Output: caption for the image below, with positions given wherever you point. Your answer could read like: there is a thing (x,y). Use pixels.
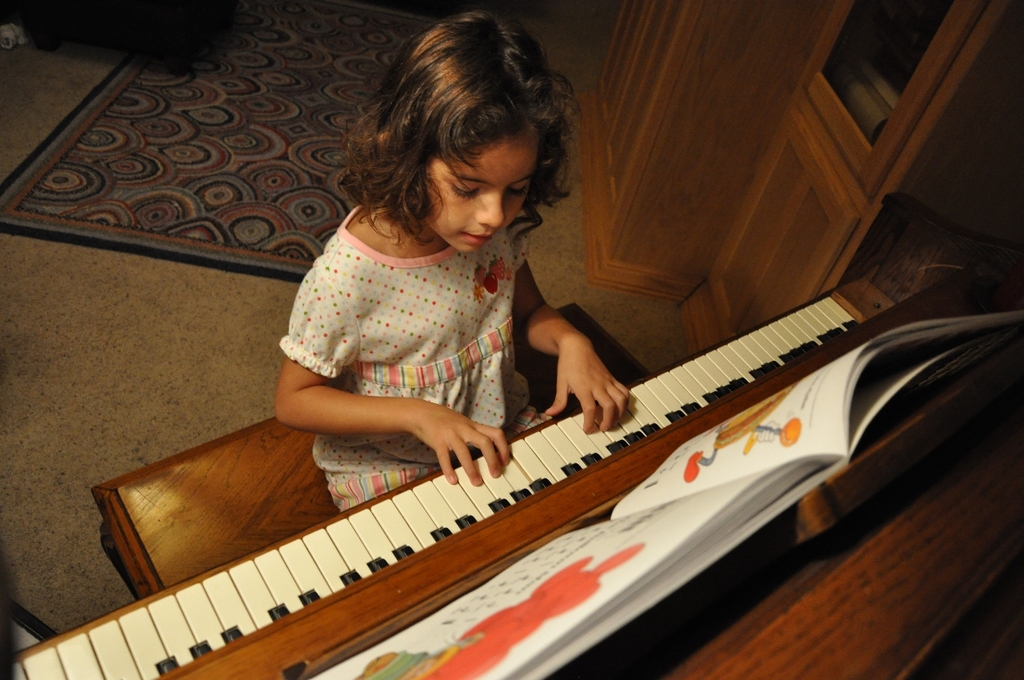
This image is clicked inside the house (215,323). There is girl (488,400) playing keyboard (506,527). She is sitting on a piano bench (199,496). In the background (208,182), there is a floor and floor mat (225,113). To the right (751,103), there is a cupboard (763,106).
